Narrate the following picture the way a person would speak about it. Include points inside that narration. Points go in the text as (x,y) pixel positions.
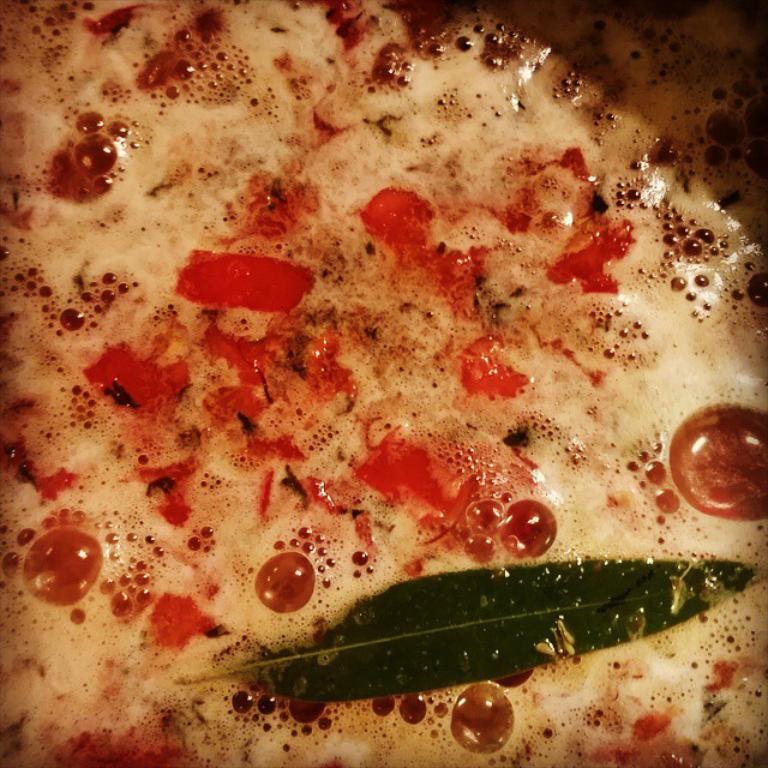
In this we can see food item (250,233) where we can see liquid (253,562), other items (411,469) and a leaf (532,636) on it.
